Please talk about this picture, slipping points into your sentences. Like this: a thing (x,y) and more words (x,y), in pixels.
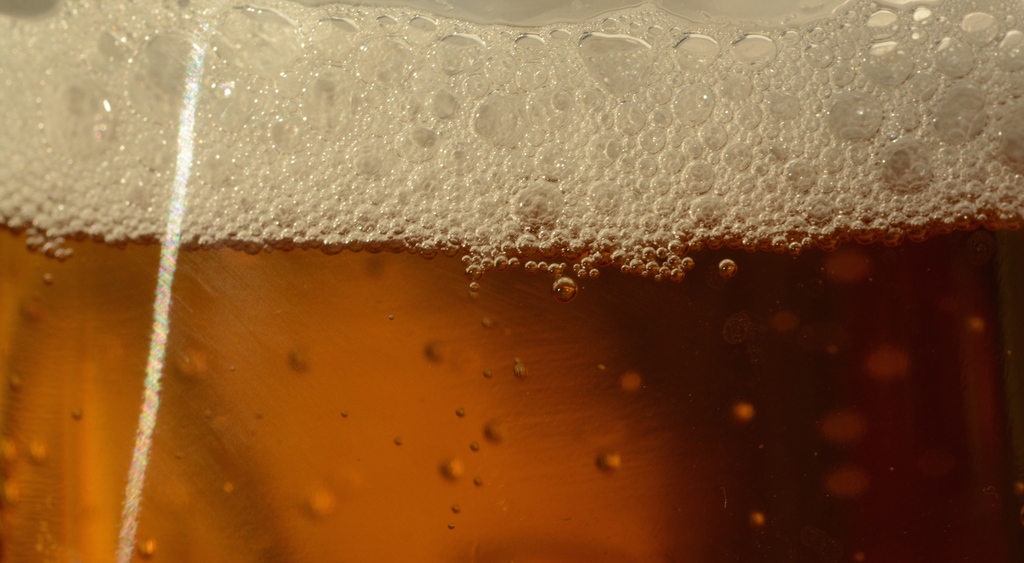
In this image, we can see a drink (636,481) with bubbles (429,148) and the drink (654,398) is in red and white color.
